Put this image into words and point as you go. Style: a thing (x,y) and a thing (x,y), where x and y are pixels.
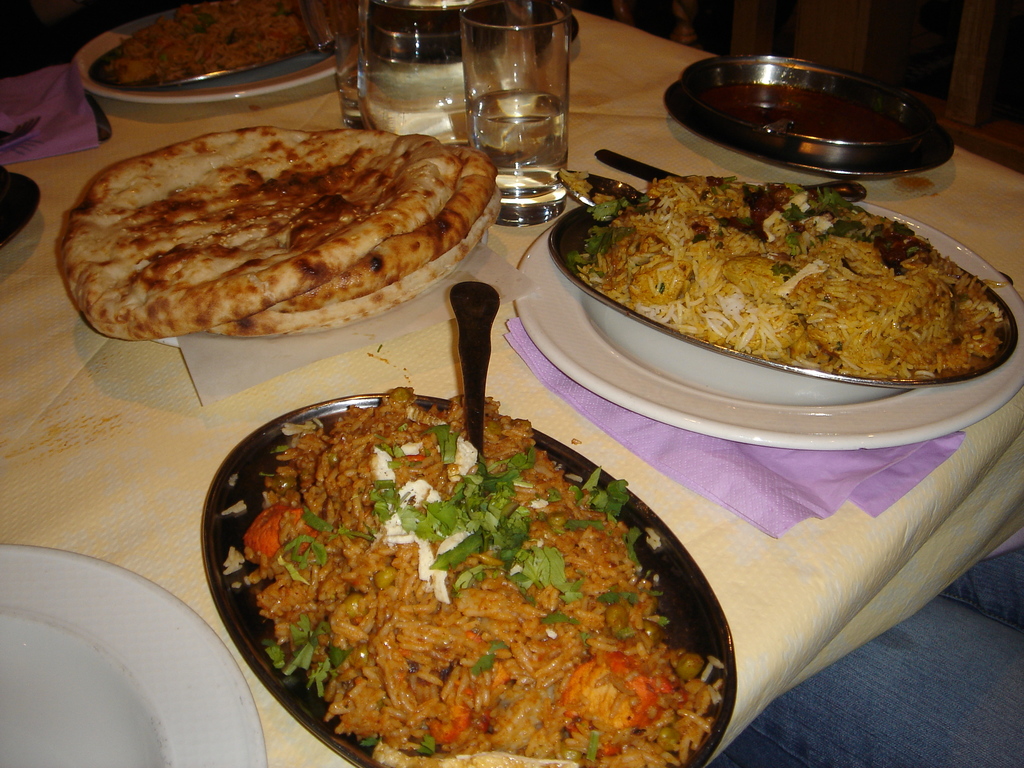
In this image we can see a table (450,387) containing some food (510,421) in the plates (567,451), spoons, glasses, tissue papers (247,372) and napkins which are placed on it.
